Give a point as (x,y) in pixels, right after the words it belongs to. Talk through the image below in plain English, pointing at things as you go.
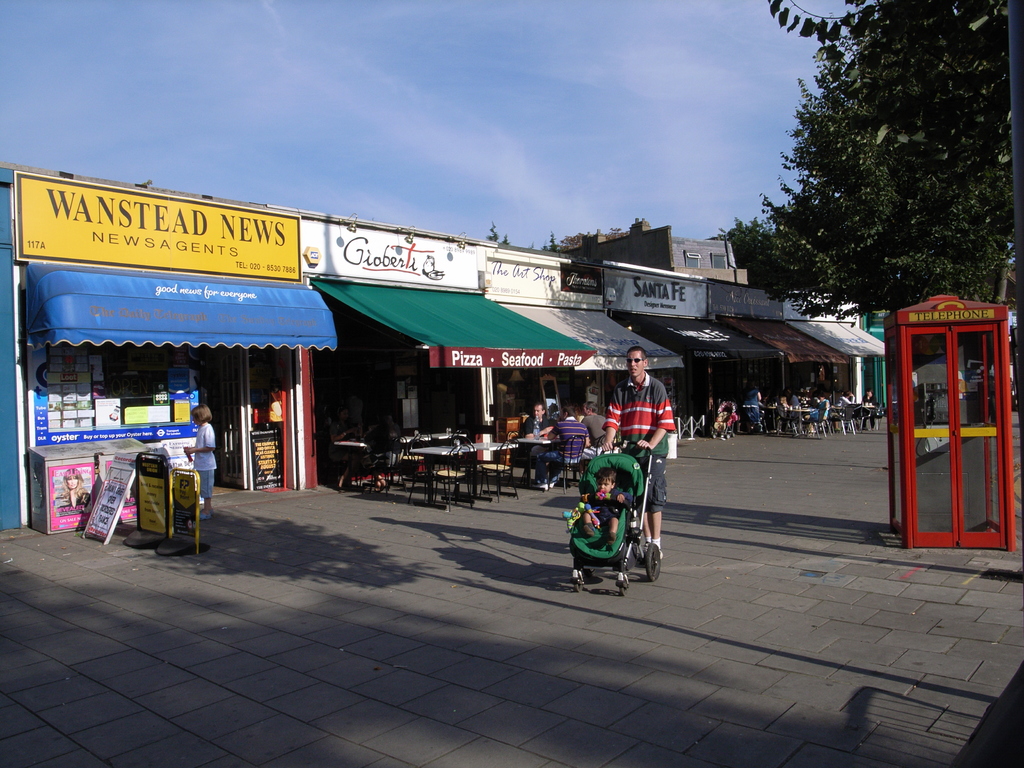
In this image I can see a person (640,410) walking and the person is holding a trolley (643,553). The person (643,425) is wearing red and black color dress (640,423), background (828,351) I can see few other persons (386,448) sitting, few stalls (440,375) and few boards (346,259) attached to the wall (624,301) and I can also see a telephone-booth (924,414). Background (812,198) I can see trees (820,182) in green color and the sky (442,134) is in blue color.
